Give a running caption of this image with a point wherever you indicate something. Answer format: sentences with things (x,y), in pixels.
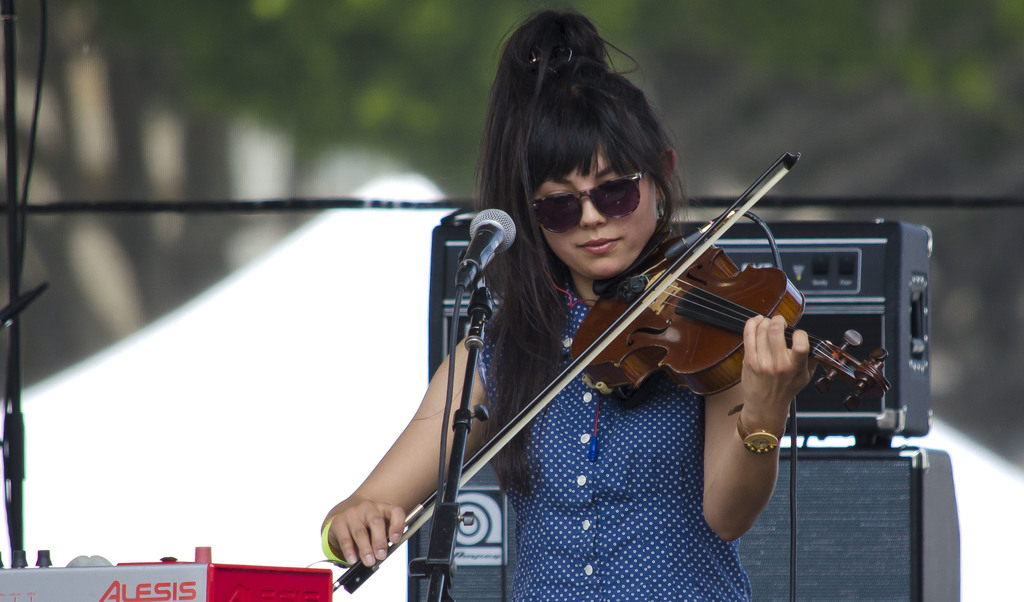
A woman (554,104) is playing a violin (625,357) with a mic (473,276) in front of her. She is wearing goggles (616,193). There is a music system (867,274) and speaker (892,523) behind her.
